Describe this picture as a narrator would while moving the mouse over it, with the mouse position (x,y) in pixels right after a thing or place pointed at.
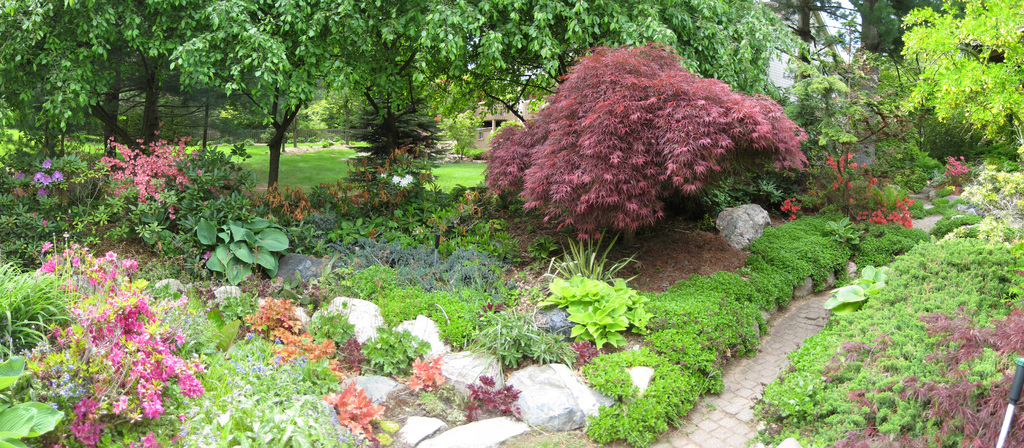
In this image I can see many plants (587,369) and trees (590,72). There is a building (481,145) at the back (785,72).
